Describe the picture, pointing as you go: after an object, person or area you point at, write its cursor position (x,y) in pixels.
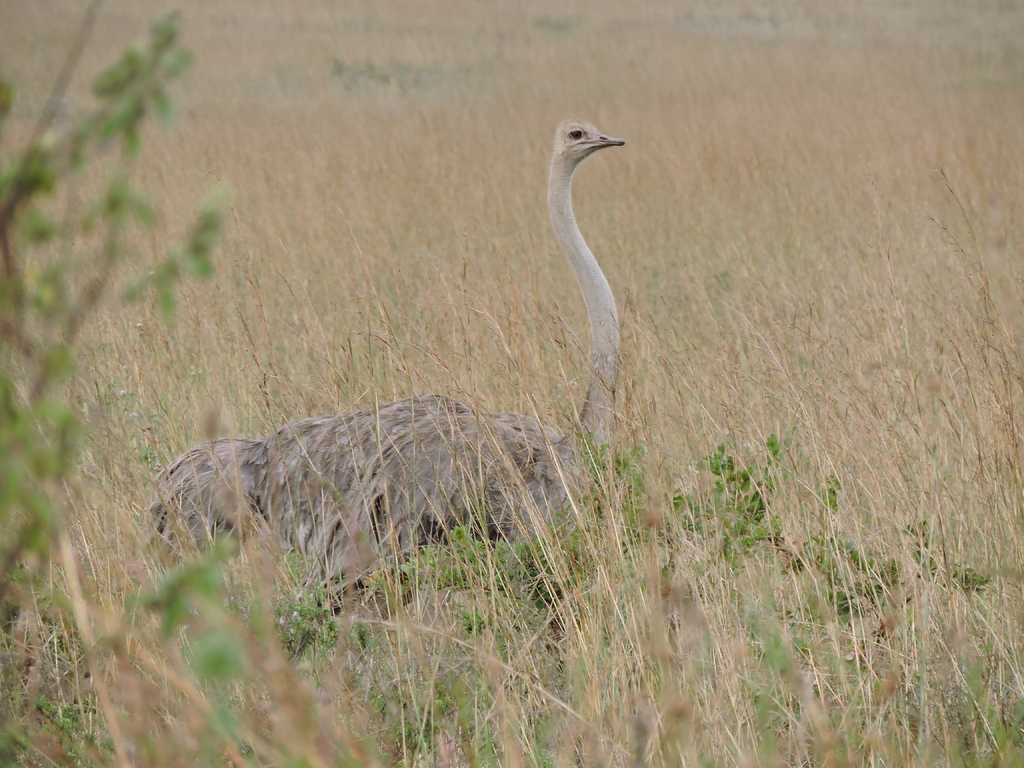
In this picture we can see one ostrich (214,475) standing on the grass (138,754).
